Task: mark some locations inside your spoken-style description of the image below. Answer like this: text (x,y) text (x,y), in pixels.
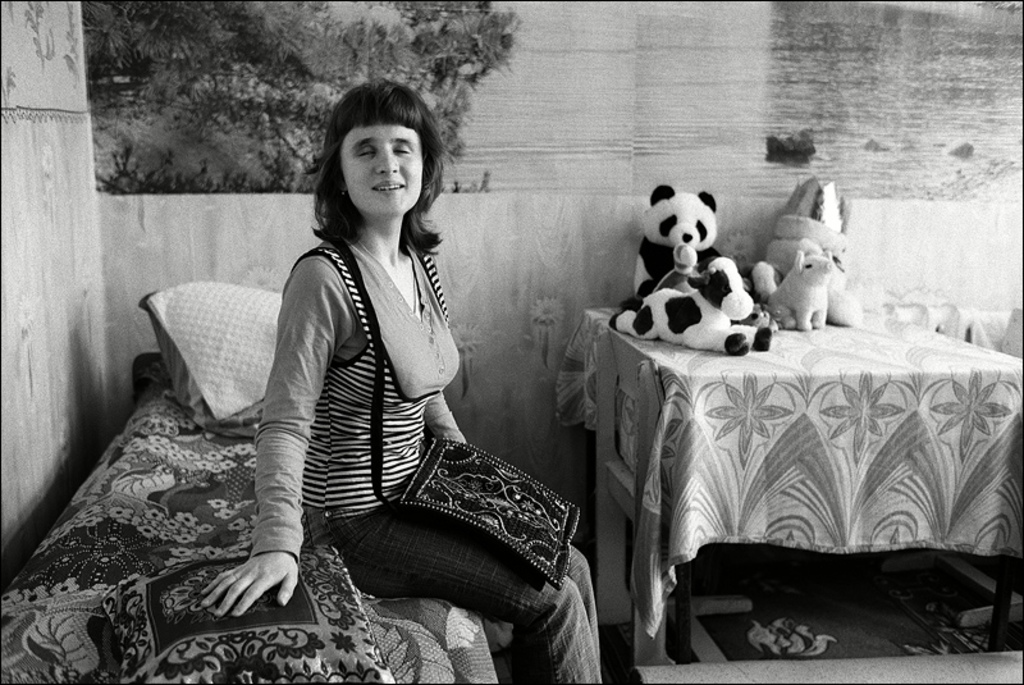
It is a black and white image there is a woman (385,471) sitting on the bed (160,633), she is closing her eyes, she is wearing a bag (485,458) beside her there is a table (699,486) on the table (768,356) there are few toys (715,268), in the background (556,197) there is a wall (476,260) and also a poster (850,186) on the wall (520,222).
